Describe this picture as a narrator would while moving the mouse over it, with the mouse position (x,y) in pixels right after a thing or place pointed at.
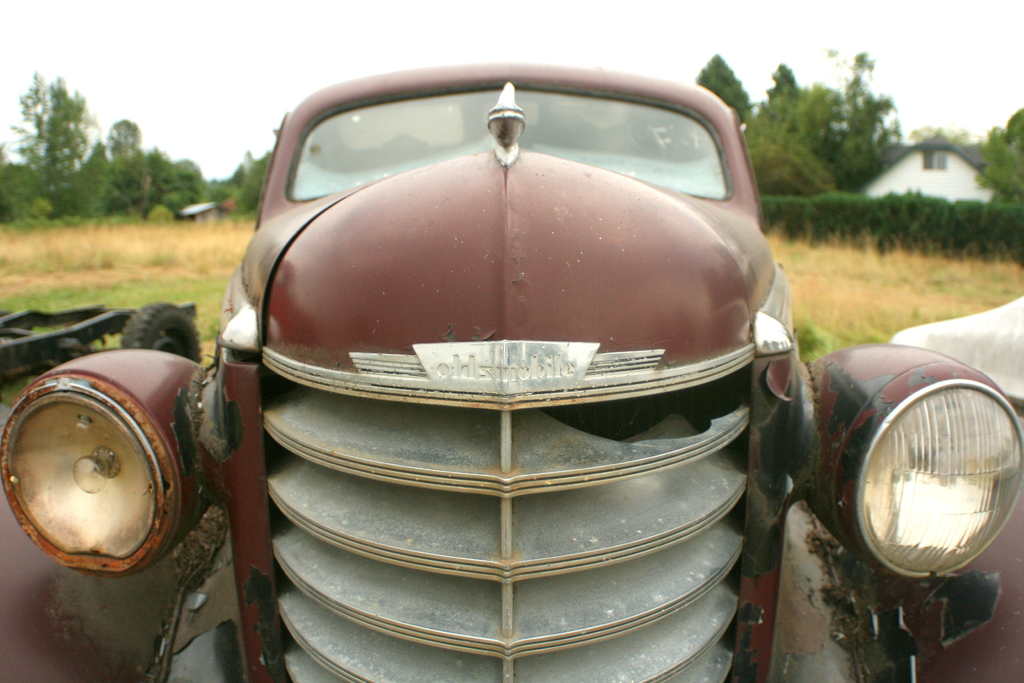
In this picture we can see a vehicle (349,202) and headlights (901,554). In the background of the image (131,185) we can see grass (988,268), plants (944,209), trees (786,83), house (886,193) and sky (270,52).
